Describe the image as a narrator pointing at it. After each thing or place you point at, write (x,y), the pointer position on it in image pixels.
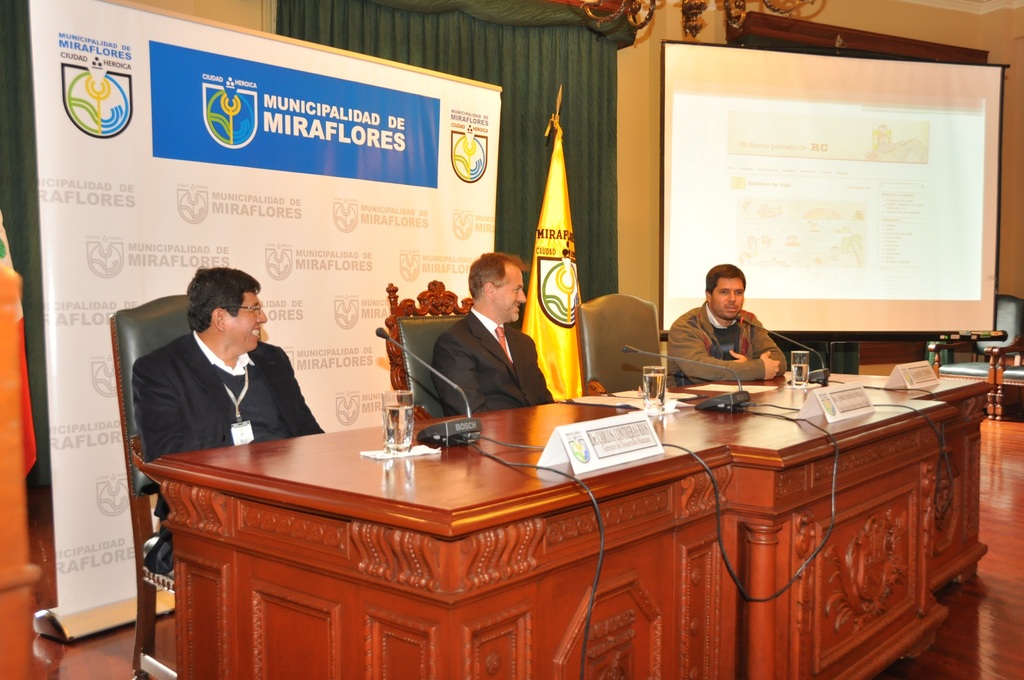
In this picture we can see three persons (684,329) sitting on the chairs (139,332). This is table (430,554). On the table (518,575) there are glasses (653,387), and papers (672,399). And these are mike's (690,360). This is floor (975,642). On the background (899,141) we can see a screen (808,126) and this is curtain (570,59). There is a banner (368,201) and this is flag (564,271).
